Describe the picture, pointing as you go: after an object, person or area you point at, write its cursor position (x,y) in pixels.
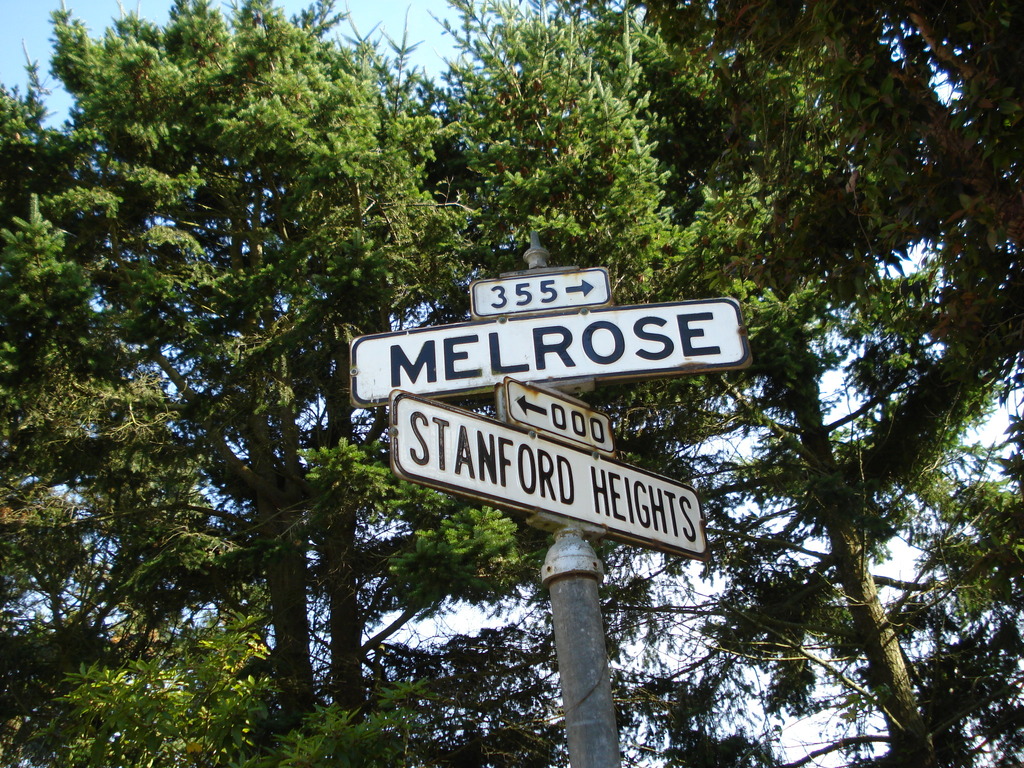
In this picture we can see direction boards (574,423) and name boards (450,422), trees (637,456) and in the background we can see the sky (524,16).
